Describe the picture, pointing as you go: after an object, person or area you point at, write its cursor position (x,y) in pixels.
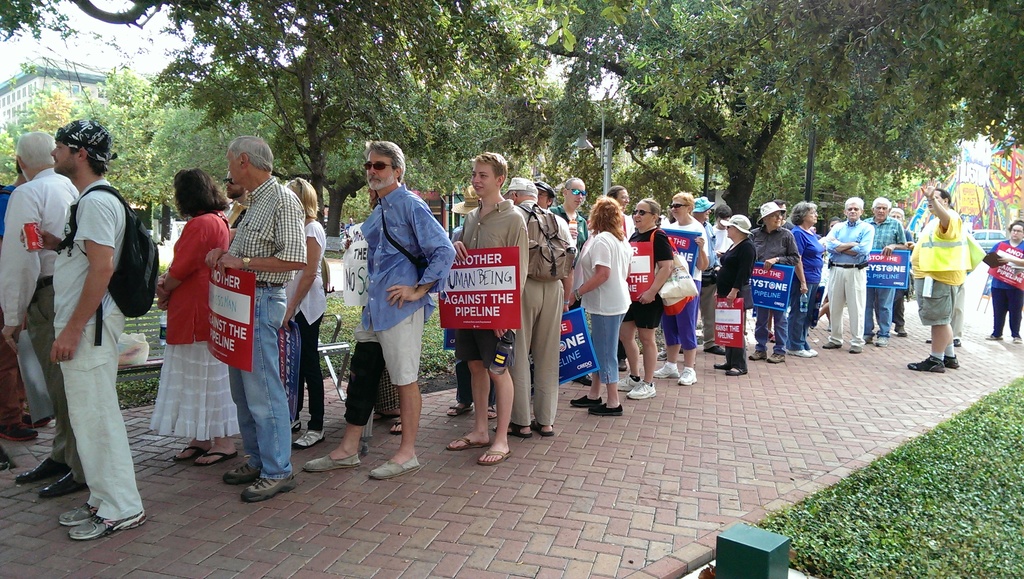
This image is taken outdoors. At the bottom of the image (700,453) there is a sidewalk (811,430) and grass (914,502) on the ground (921,519). In the middle of the image (399,265) many people (114,426) are standing on the sidewalk (347,491) and holding a few boards (496,304) with text (237,335) on them. In the background (643,91) there are many trees (241,85), plants (581,134), streetlights (585,138) and buildings (28,83) and there is an empty bench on the sidewalk (301,507).
